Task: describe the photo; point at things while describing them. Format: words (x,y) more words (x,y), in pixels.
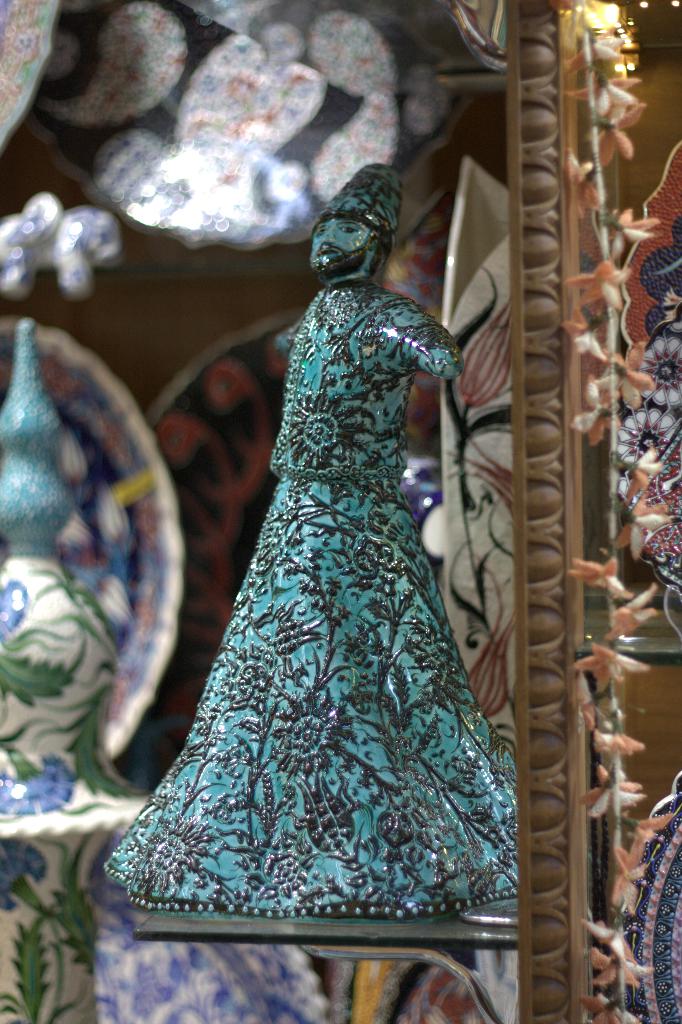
In this image I can see a toy (352,868) which is placed in a rack (547,614). On the right side (668,838) I can see few more objects (649,940). In the background (222,184) there are some ceramic bowls (90,526).
